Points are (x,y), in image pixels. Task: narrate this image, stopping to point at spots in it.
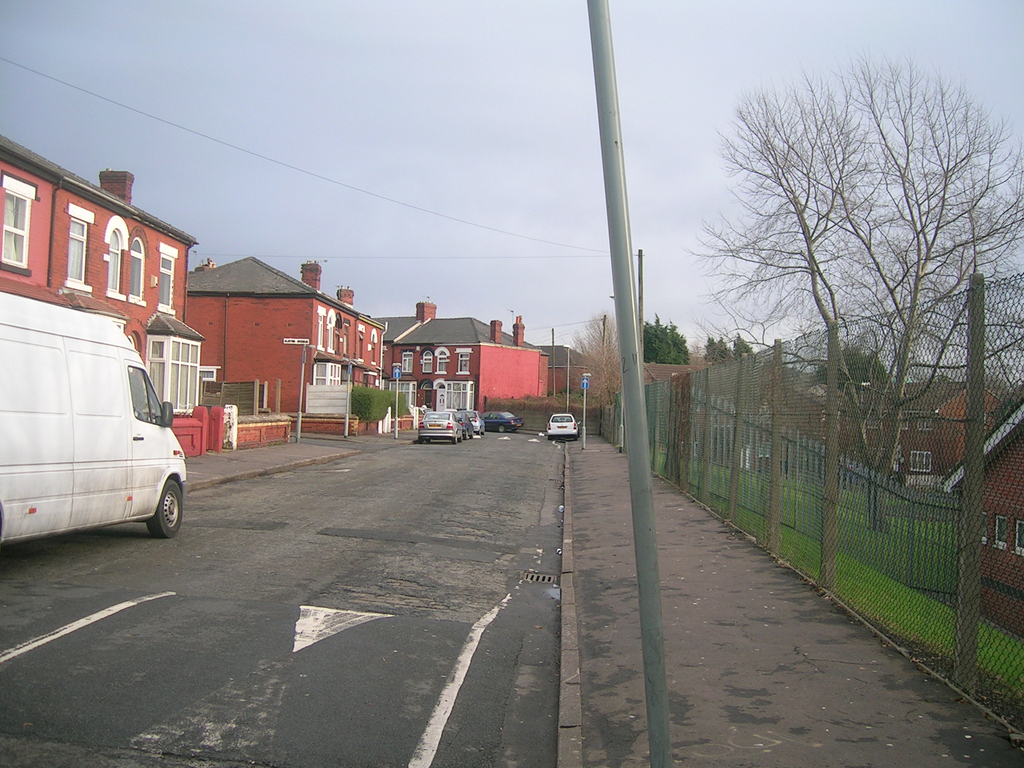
In this picture we can see vehicles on the road (419,602), here we can see buildings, trees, fence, poles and some objects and we can see sky (1015,16) in the background (1000,243).
